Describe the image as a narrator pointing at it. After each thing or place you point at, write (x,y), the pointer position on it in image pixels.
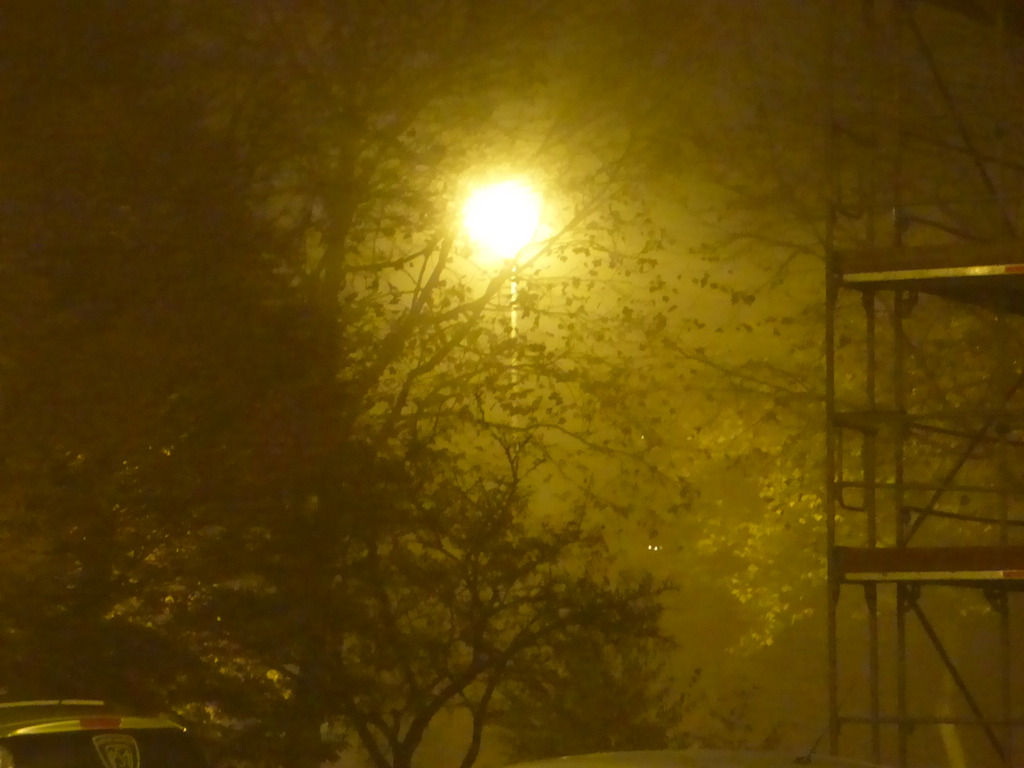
There is a tree (456,412) and a metal object (869,387) present at the bottom of this image (1001,559). We can see a light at the top of this image (479,222). It seems like there is a vehicle (87,716) in the bottom left corner of this image (99,729).
